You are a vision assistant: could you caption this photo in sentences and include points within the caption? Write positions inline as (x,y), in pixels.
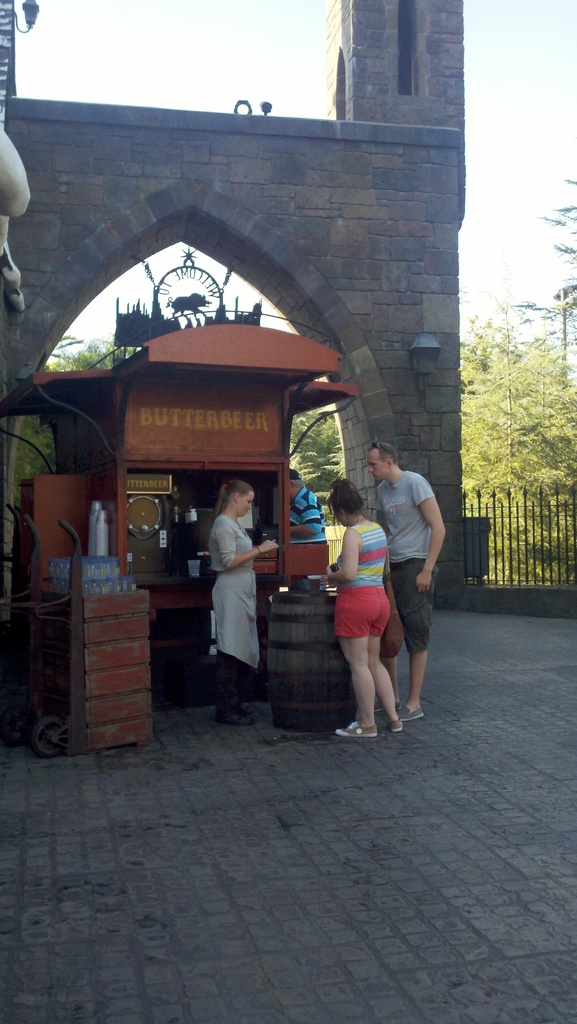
In this picture, we see four people (409,576) are standing. Out of them two are men (394,485) and two are women (246,646). The woman (237,646) in grey dress (225,607) is holding something in her hands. Behind her, we see a brown color shop (162,538) like. On the right side (502,504), we see a railing (527,580). There is an arch (82,289). There are trees (522,398) in the background (464,367). At the top of the picture (319,14), we see the sky (502,38).
